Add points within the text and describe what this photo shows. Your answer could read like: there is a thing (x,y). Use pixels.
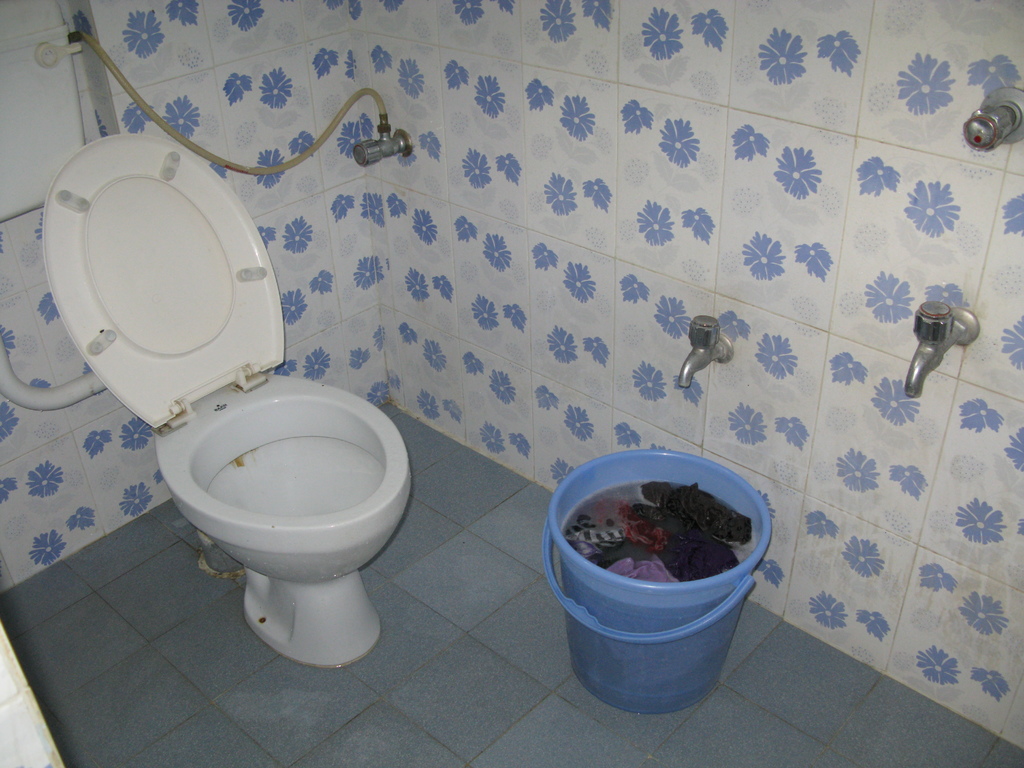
In this image we can see a toilet seat (167,386) and a bucket (644,584), in the bucket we can see some water (623,554) and clothes (628,574), on the wall (897,295) there are some taps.
